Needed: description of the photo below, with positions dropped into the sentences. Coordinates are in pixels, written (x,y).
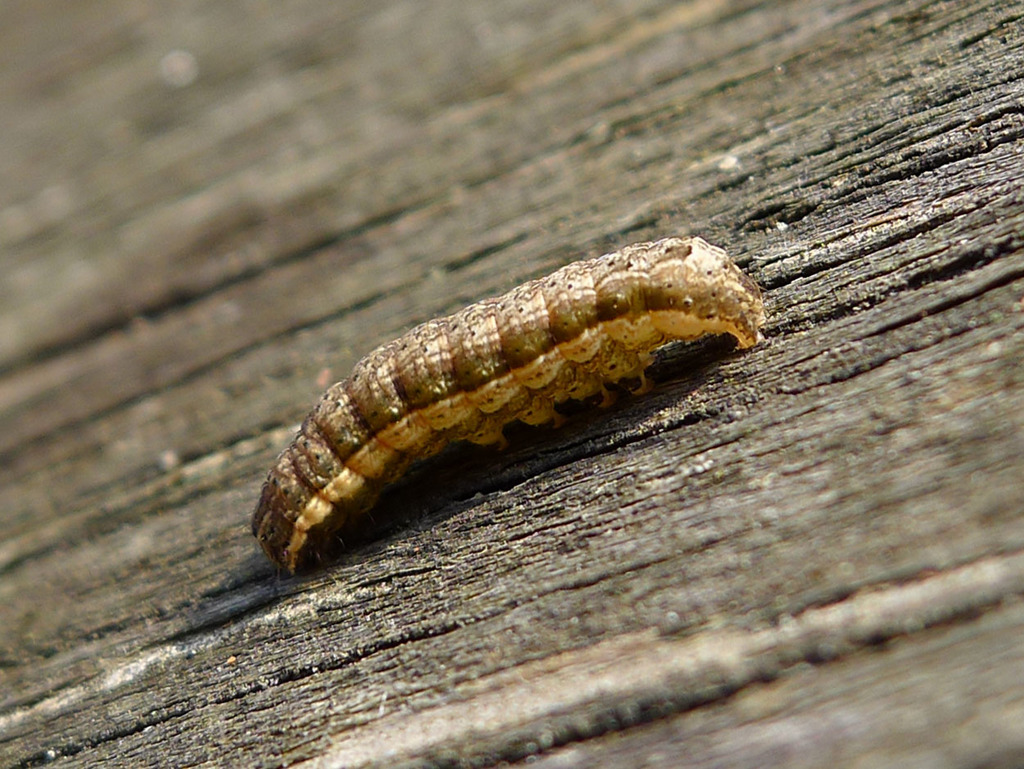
In the center of the picture (563,364) there is a caterpillar (518,372), on a wooden surface (390,336).
